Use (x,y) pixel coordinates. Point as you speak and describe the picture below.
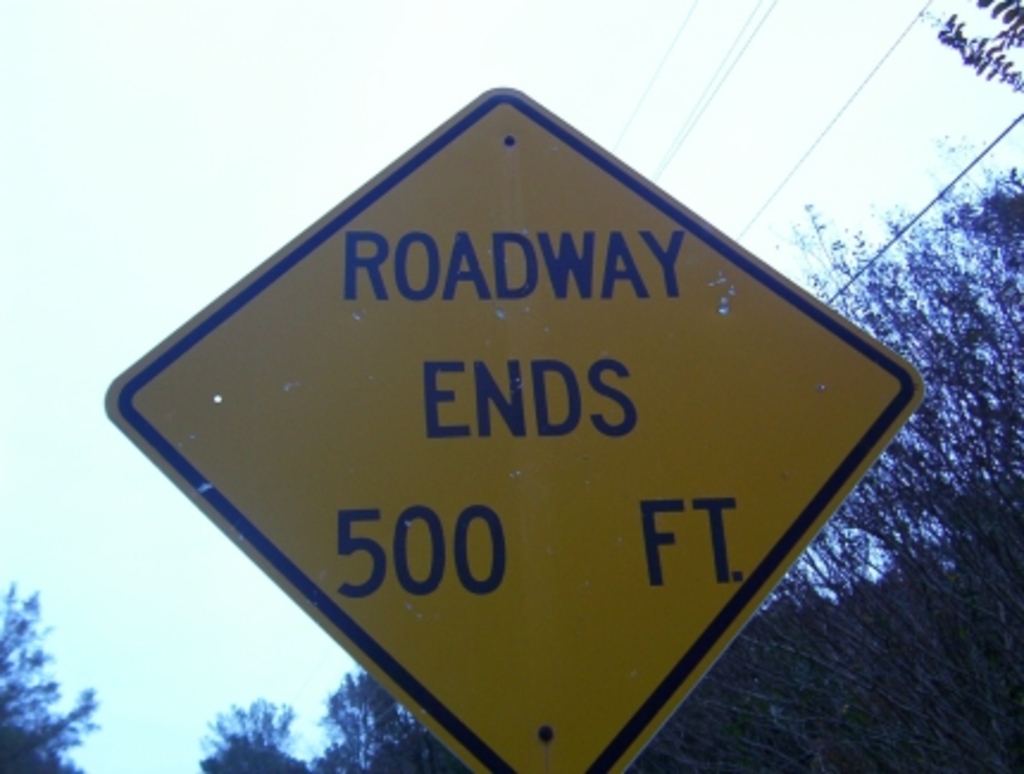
In this image we can see a sign board (457,324). On the right side of the image (773,674) there are some trees (829,542). In the background (367,79) there is a sky (629,78).
